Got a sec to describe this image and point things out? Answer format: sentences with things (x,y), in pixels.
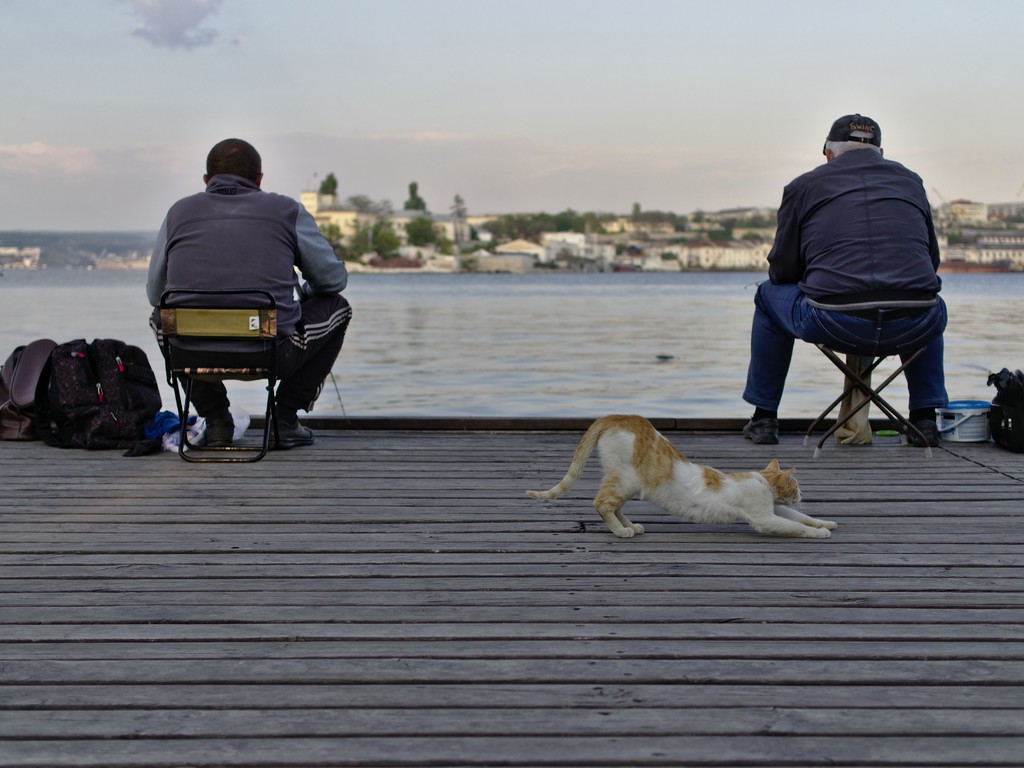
In this image two persons (320,322) are sitting on chair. Beside them there are bags (1012,399). It seems like they are fishing. Here there is a cat (687,495) on the floor (542,546). This is a water body (497,321). In the background (463,225) there are buildings (472,218), trees (460,204). The sky (326,161) is cloudy.
